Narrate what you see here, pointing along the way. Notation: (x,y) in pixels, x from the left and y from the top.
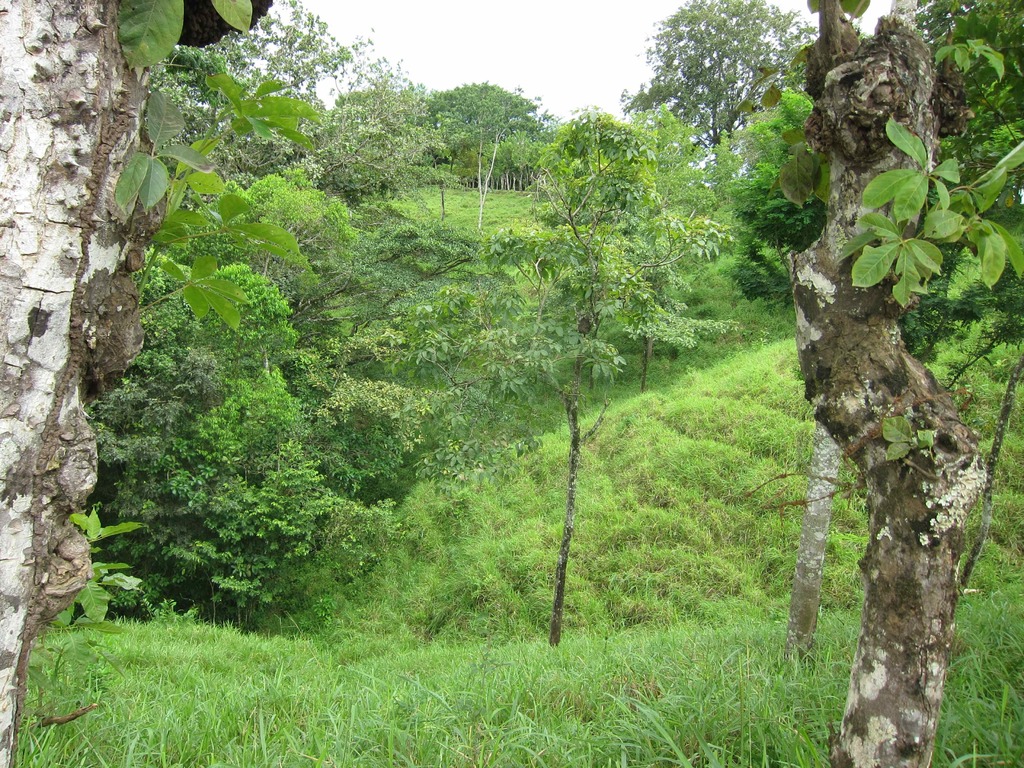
In this image I can see some grass (365,670) on the ground (536,711) which is green in color and few trees (311,446) which are green, white and brown in color. In the background (548,136) I can see few trees (479,142) and the sky (489,58).
